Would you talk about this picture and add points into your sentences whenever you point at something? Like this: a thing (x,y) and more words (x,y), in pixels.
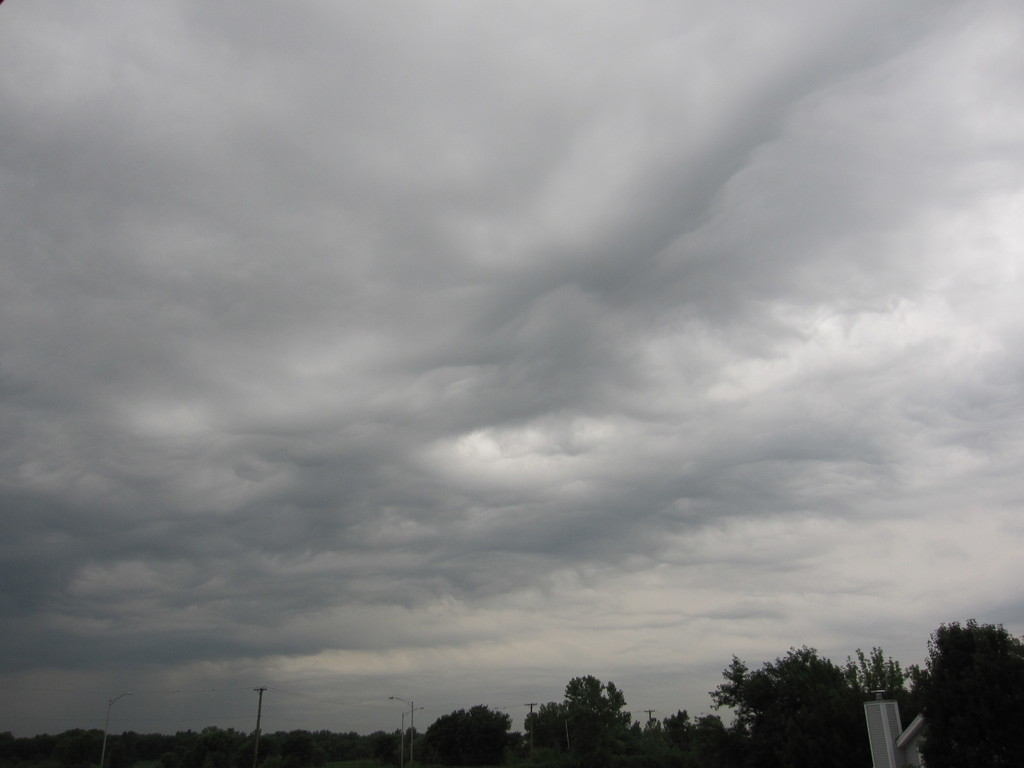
In this image I can see at the bottom (546,705) there are trees (814,748), at the top (505,205) it is the cloudy sky (531,412).
